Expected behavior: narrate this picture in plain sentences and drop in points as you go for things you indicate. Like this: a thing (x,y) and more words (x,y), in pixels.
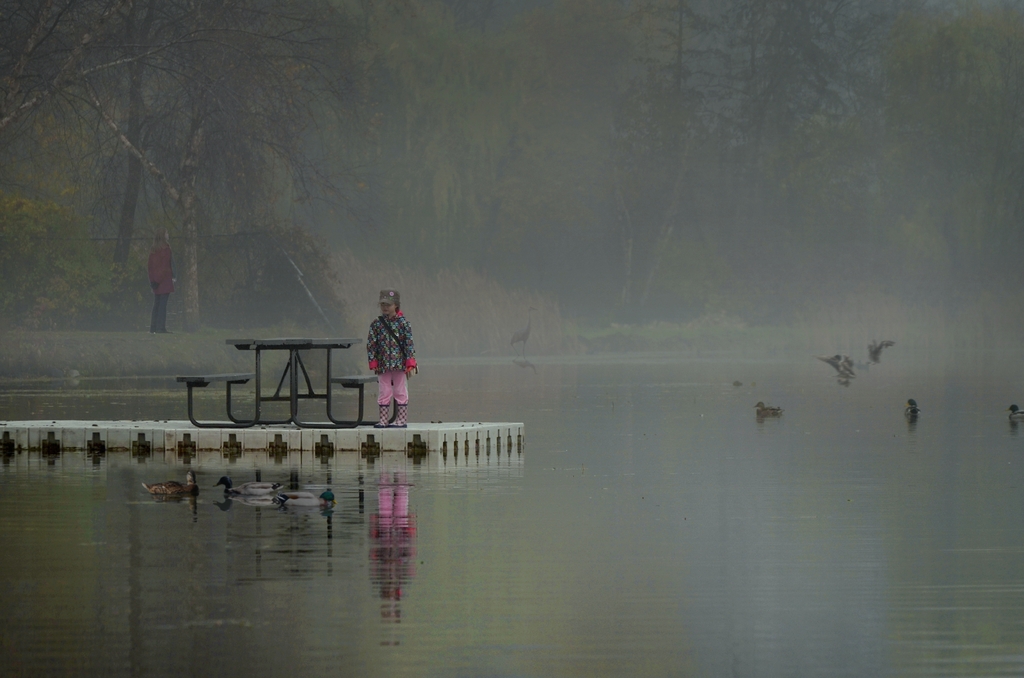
In this image in the front (481,531) there is water (360,486). In the center (389,366) there is a person (407,366) standing and there is an object (272,399) which is black in colour. In the background (348,188) there are birds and there is a person (152,272) and there are trees (474,198).
